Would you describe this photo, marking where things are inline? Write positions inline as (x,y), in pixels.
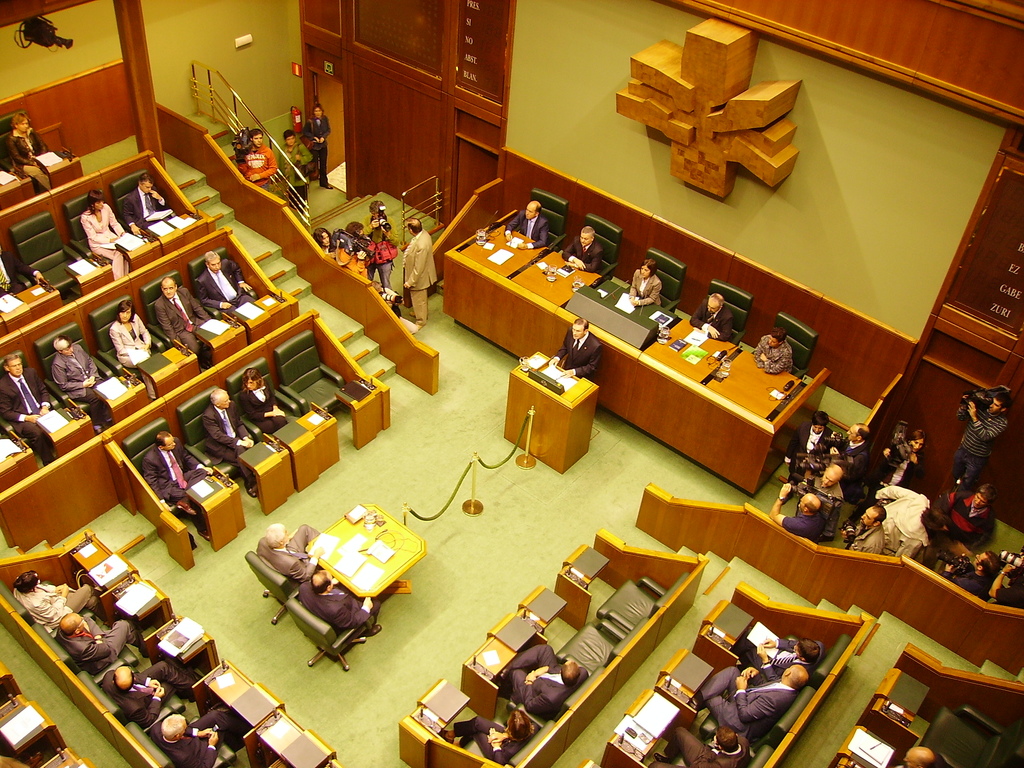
In this image I can see number of persons (216,407) are sitting on couches (109,305) which are black in color in front of desks (233,489) and on the desks (233,489) I can see few papers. I can see few persons (377,239) standing and holding cameras (383,210) in their hands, the railing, a camera (42,32), the brown colored walls (410,111) and few stairs (350,211).
